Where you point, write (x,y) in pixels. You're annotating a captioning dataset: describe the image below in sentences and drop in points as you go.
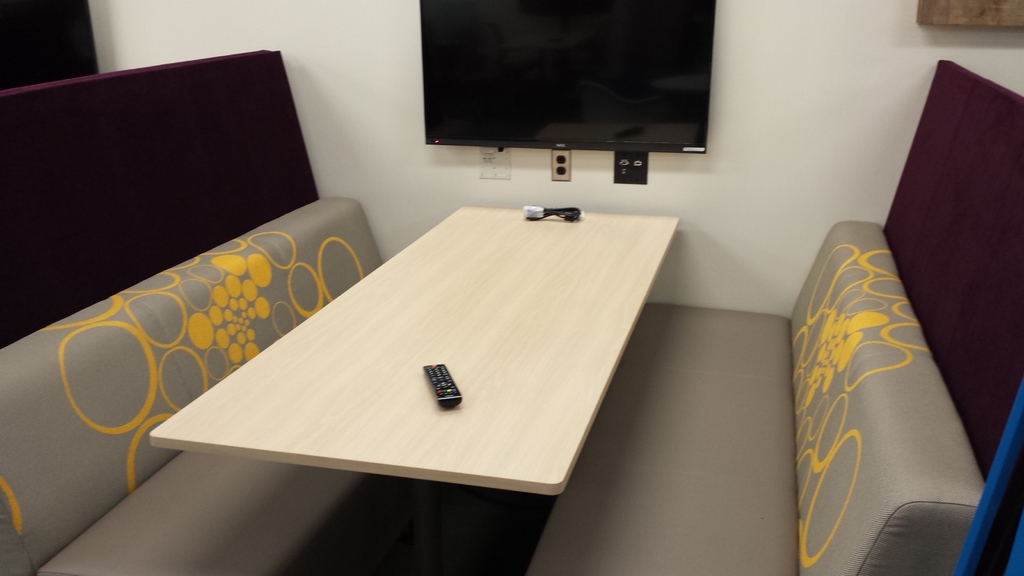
In the middle of this image (512,304), there is a table (484,322), on which there is a remote (437,371) and an object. On both sides of this table (390,352), there is a sofa (295,315) and a purple color object (959,199). In the background (716,117), there is a screen (622,98) attached to the white wall (884,110).
